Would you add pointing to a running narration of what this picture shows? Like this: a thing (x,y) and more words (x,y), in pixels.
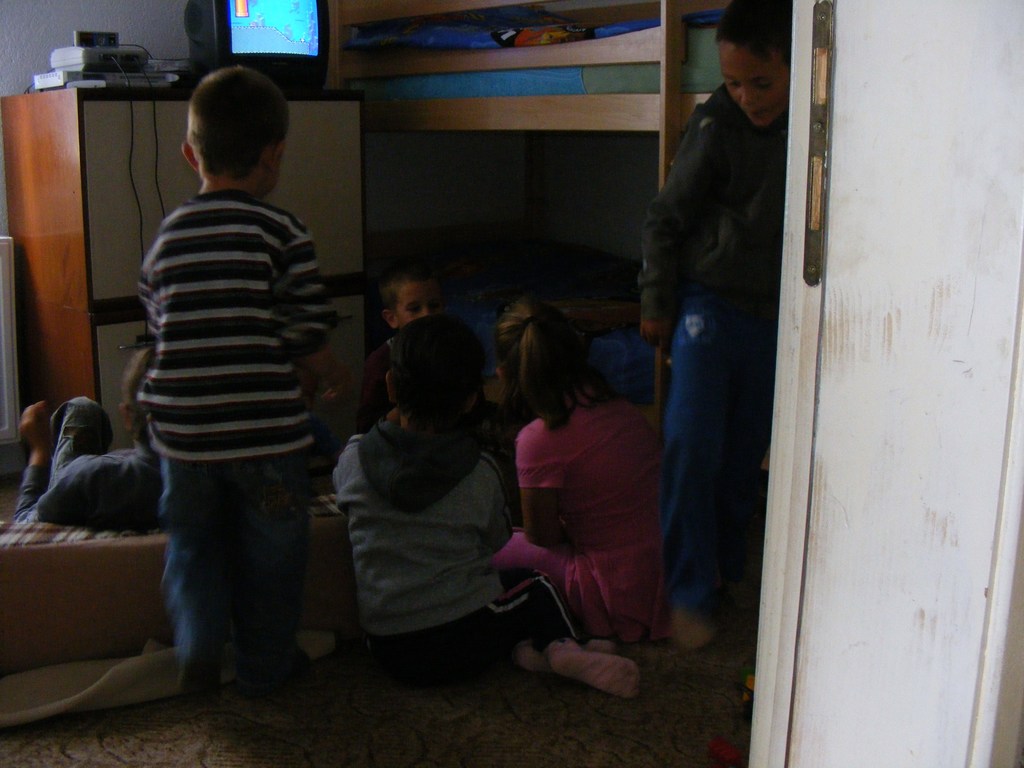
In this image we can see few children (468,376). In the back (354,114) we can see a cabinet (59,112). On that there is a TV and some other devices (97,66). Also we can see a bunk bed (586,120). On the floor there is cloth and some other object (124,583).
